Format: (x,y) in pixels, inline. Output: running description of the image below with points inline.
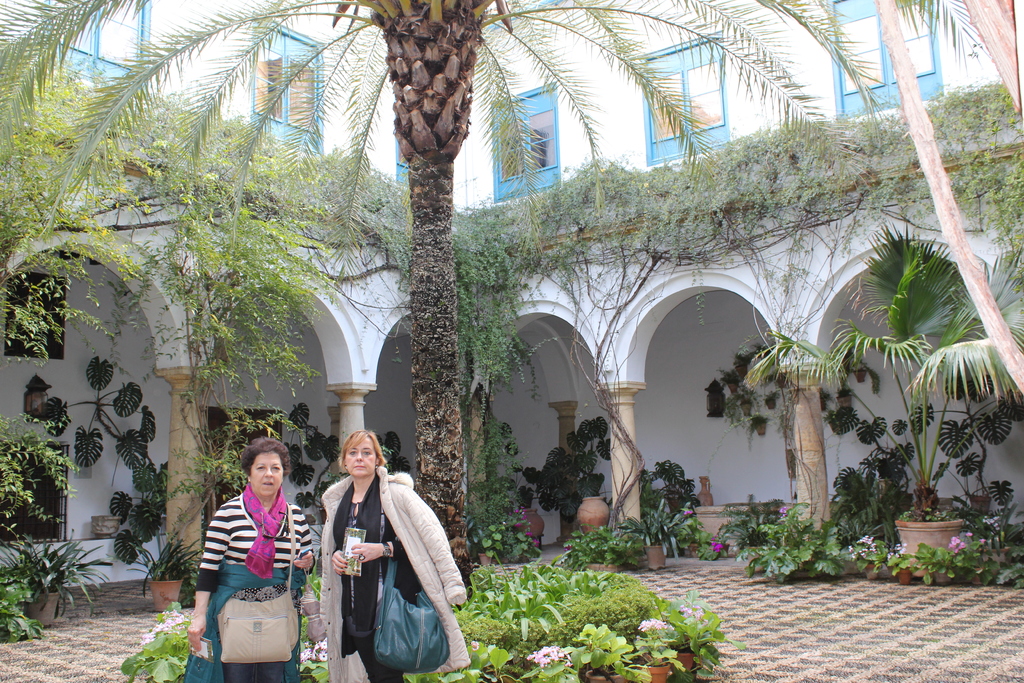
In the center of the image (434,449) we can see a tree (441,130) is present. In the background of the image (473,403) we can see a building (399,164), windows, wall (624,354), pillars (626,485), pots (927,525), climbers (593,256), plants (935,512) are there. At the bottom of the image (389,559) we can see two ladies (268,552) are standing and wearing a bag (280,614) and also floor (887,631) is there.
